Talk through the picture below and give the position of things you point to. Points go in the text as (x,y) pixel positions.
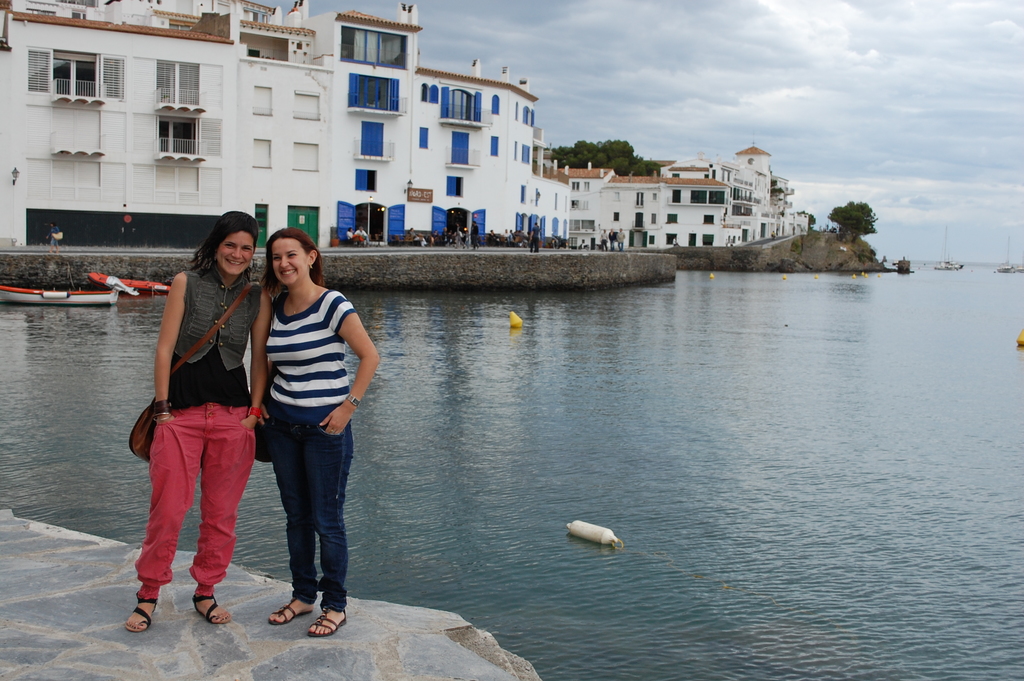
In this picture we can see two women (267,391) are standing and smiling in the front (231,374), on the right side (750,519) there is water (709,517), in the background (407,156) we can see buildings (572,178), trees (852,207) and some people (537,230), there is the sky (835,163) at the top of the picture (836,49), we can see boats (953,268) in the water (963,271).
